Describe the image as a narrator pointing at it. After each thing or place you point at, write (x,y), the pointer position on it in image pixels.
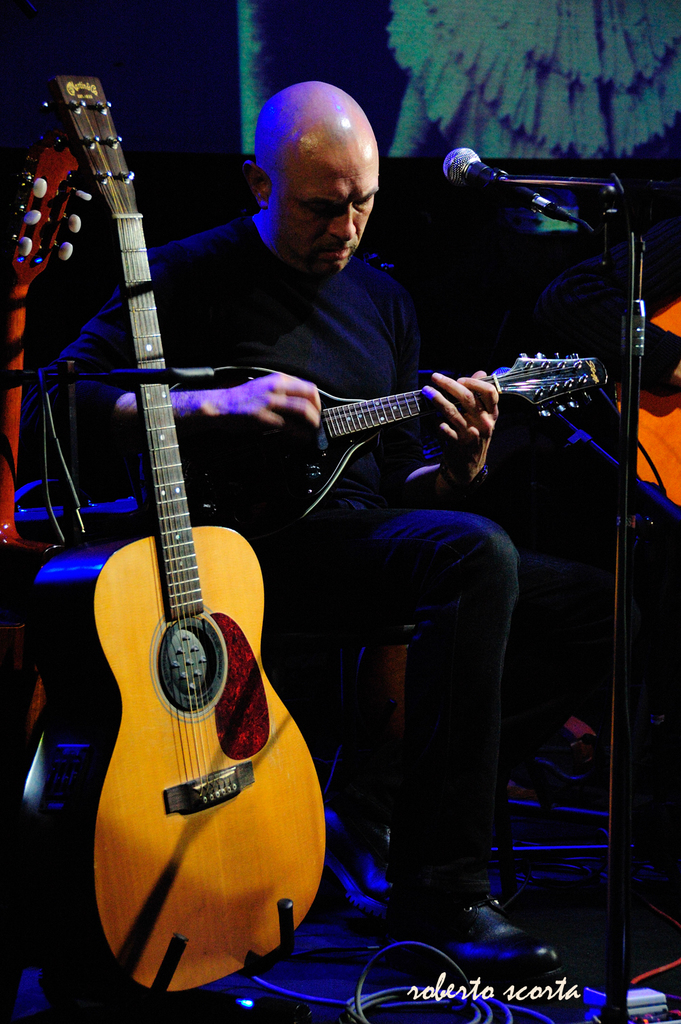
The person (340,327) wearing black shirt (329,334) is sitting and playing mandolin (371,414) in front of a mic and there are another two guitars (162,524) beside him.
